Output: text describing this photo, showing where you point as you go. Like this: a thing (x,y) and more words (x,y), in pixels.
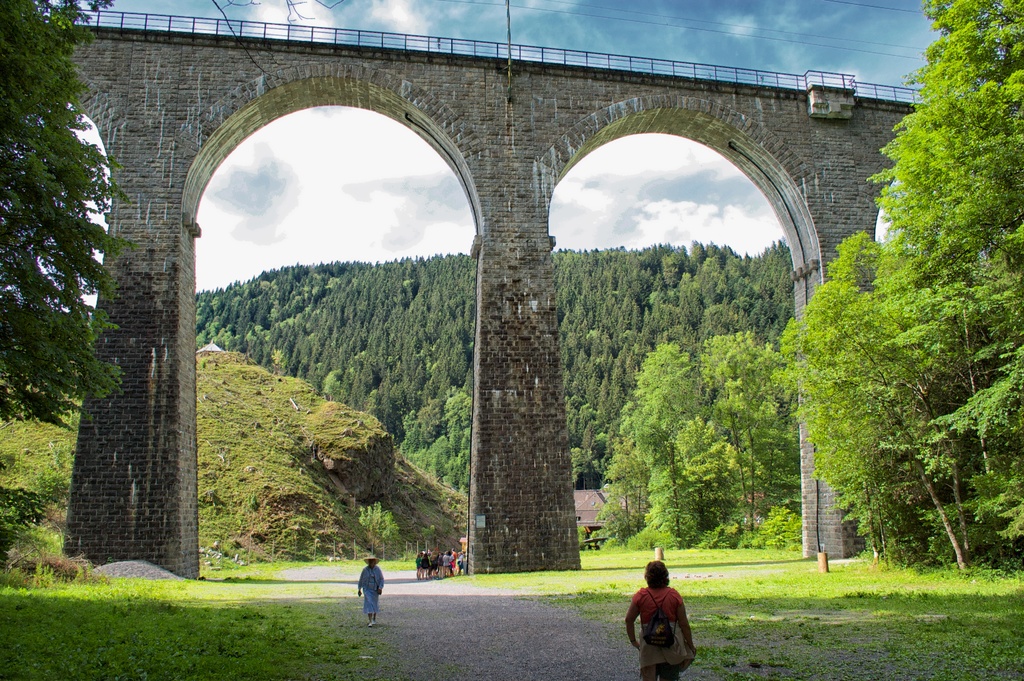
In this image in front (31,667) there is grass (754,612) on the surface (835,607) and we can see a few people (370,599) are standing on the road (422,589). At the center of the image (521,352) there is a bridge (443,146). In the background (623,195) there are trees (411,319) and sky (727,39).
